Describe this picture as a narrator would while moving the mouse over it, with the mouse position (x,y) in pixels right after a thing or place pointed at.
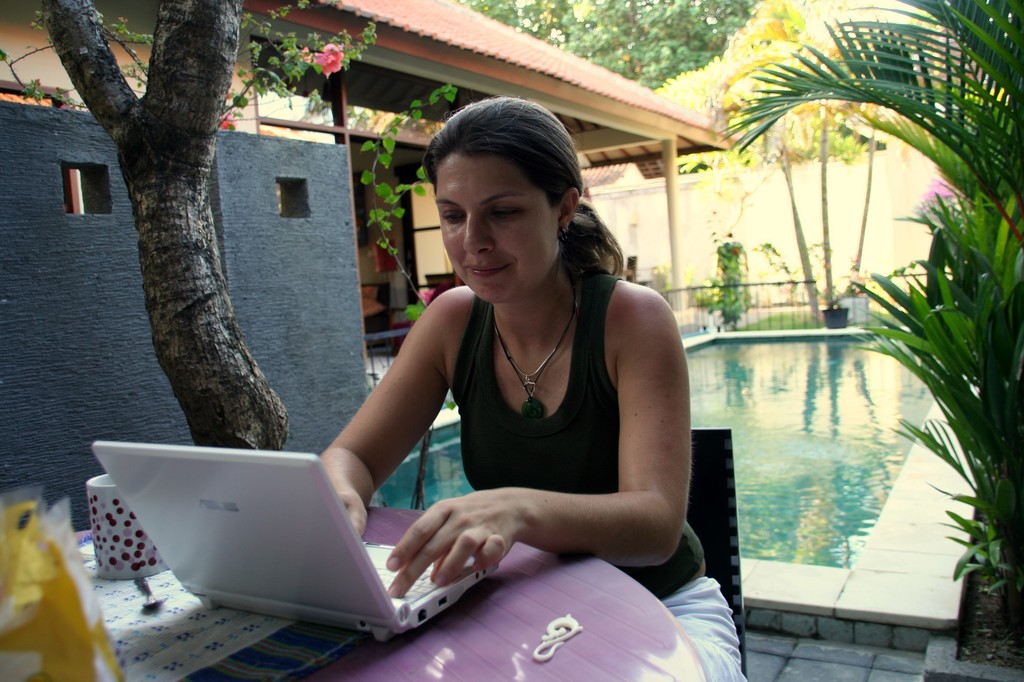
There is a woman (487,398) sitting in a chair (731,495) and operating laptop (449,607) on table (454,617) behind tree (254,379) and building (152,27) in front of swimming pool (756,404).
